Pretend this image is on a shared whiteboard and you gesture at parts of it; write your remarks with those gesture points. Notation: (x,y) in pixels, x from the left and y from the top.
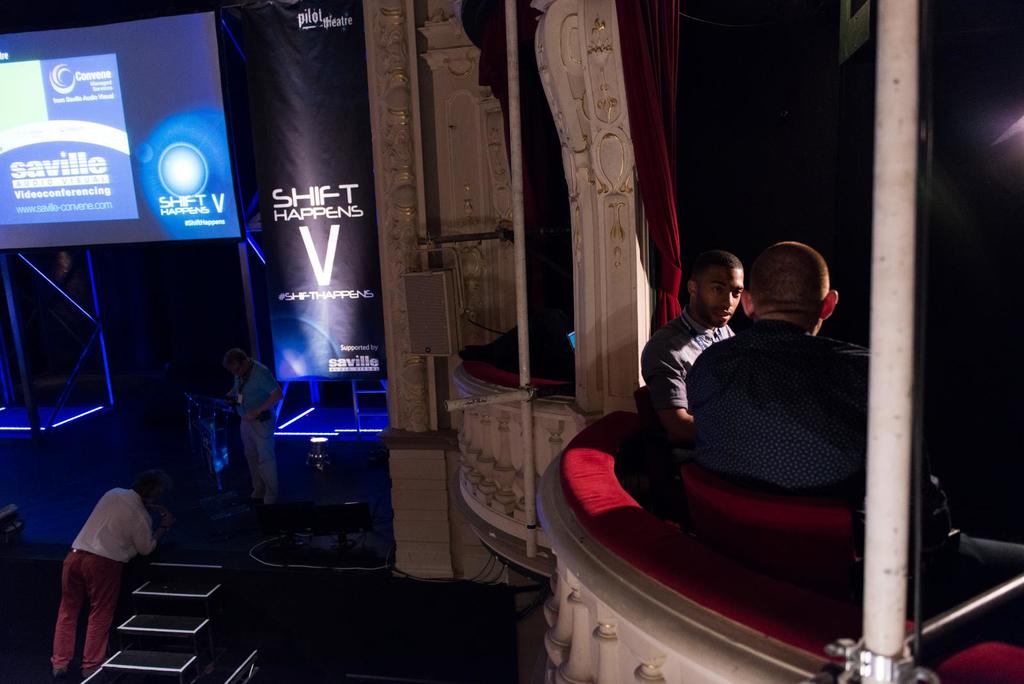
This picture shows two men (679,412) were sitting in the seats (723,527) here in the right side (786,513). There is a man (85,596) in the left bottom corner (80,568), standing near the steps (172,595). We can observe a display screen projector (116,166) here. Beside that there is a poster (313,181).
